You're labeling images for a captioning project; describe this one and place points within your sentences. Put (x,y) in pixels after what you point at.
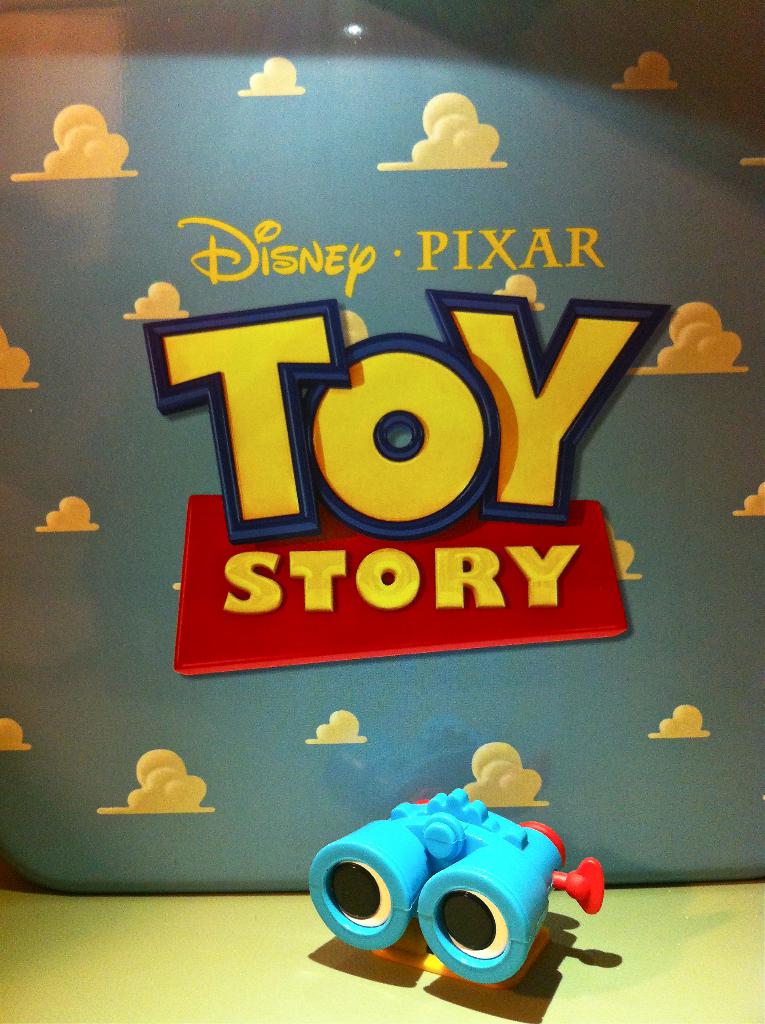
In this image there is a toy (421,899) on the floor (359,1012). Behind there is a wall (673,528) having some text (397,568) and few images of clouds (530,778) are on it.
